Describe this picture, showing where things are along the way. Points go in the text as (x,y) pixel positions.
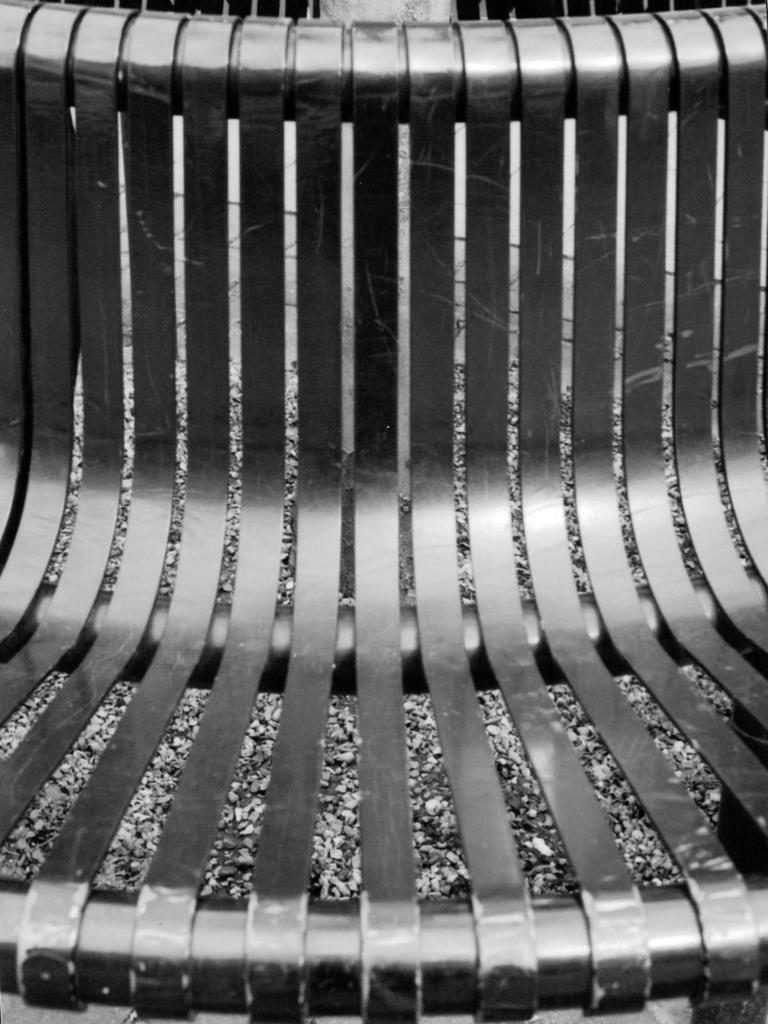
In this image, we can see a metal chair (384,693). We can see some stones (435,796) and some objects (406,17) at the top (406,10).
